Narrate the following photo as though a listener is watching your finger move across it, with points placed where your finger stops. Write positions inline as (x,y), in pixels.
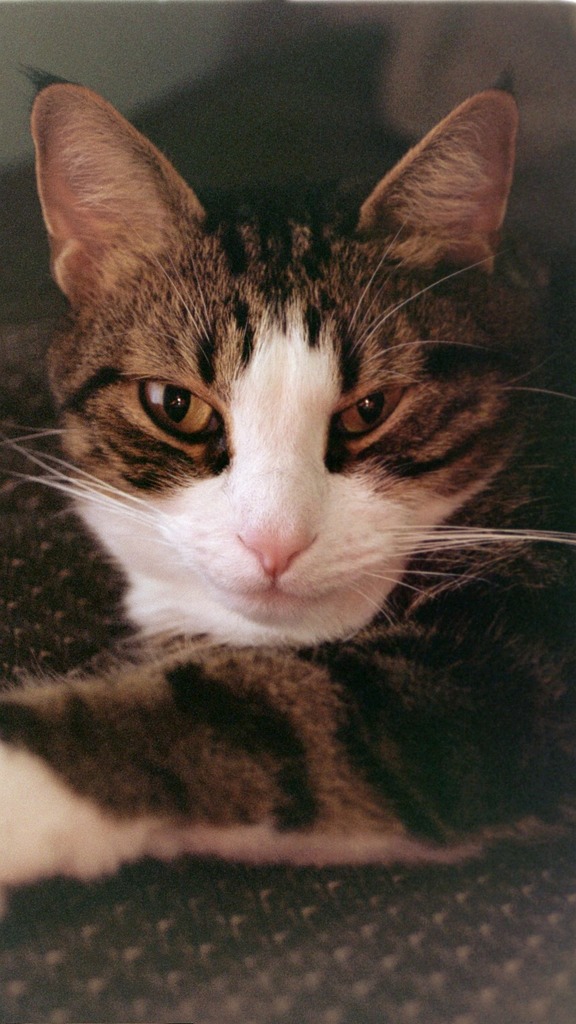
In this image I can see a cat (244,348).
